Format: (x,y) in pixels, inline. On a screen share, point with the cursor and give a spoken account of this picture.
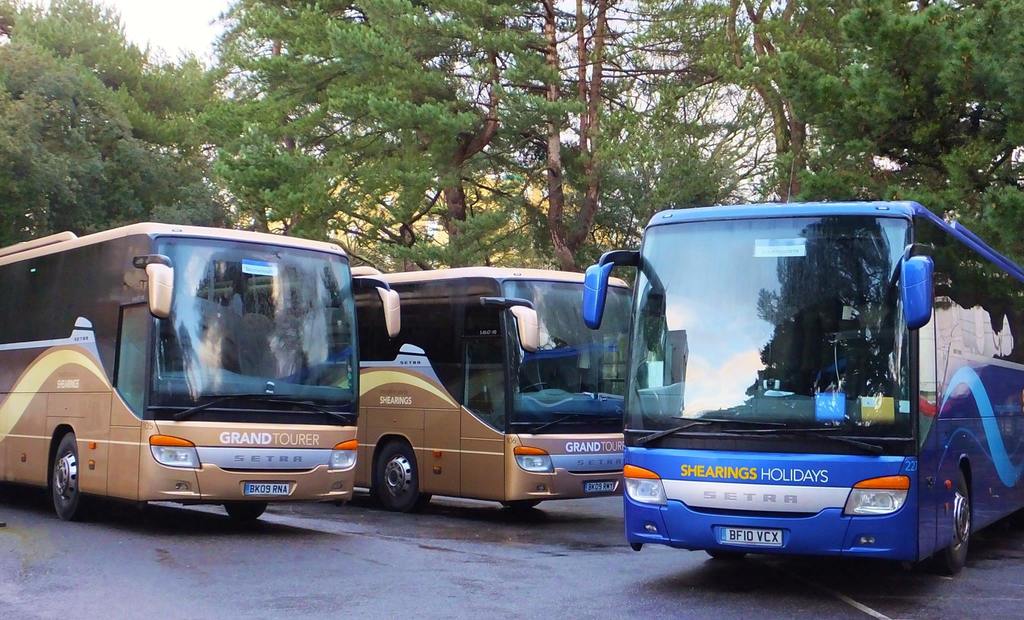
In the center of the image (606,389) there are buses (621,491) on the road (338,560). In the background (230,196) there are trees (308,41) and sky (177,37).
